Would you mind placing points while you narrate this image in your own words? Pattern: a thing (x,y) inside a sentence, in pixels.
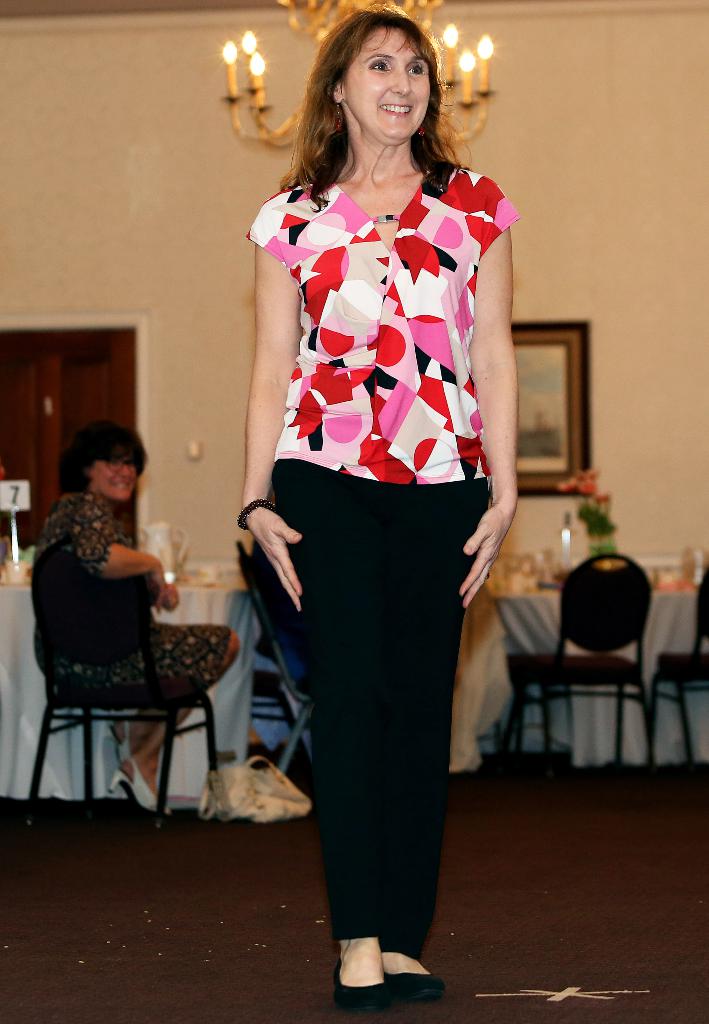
On the background (529,187) we can see a wall (199,256), door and a photo frame (553,375). Here we can see one women (339,110) standing in front of a picture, she is holding a beautiful smile on her face (374,131). Here we can see one women (96,523) sitting on a chair (127,632) and she is staring at this women (447,344) and on the table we can see a flower vase (586,527).
